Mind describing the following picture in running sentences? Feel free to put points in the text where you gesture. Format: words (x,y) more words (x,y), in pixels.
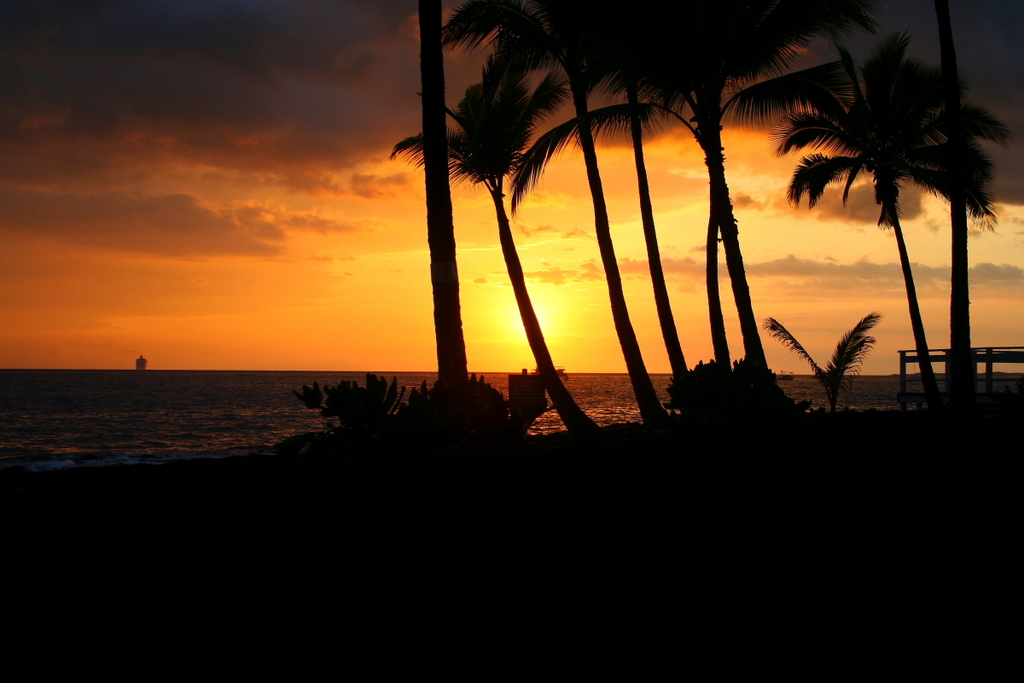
In this image there are bushes (461,434) and trees (966,402), on the right side of the image (910,402) there is a structure (917,358), in front of the trees (934,406) there is a sea (166,389), in the background of the image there is a ship (142,362), at the top of the image (241,139) there are clouds (319,87) and sun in the sky (622,218).
